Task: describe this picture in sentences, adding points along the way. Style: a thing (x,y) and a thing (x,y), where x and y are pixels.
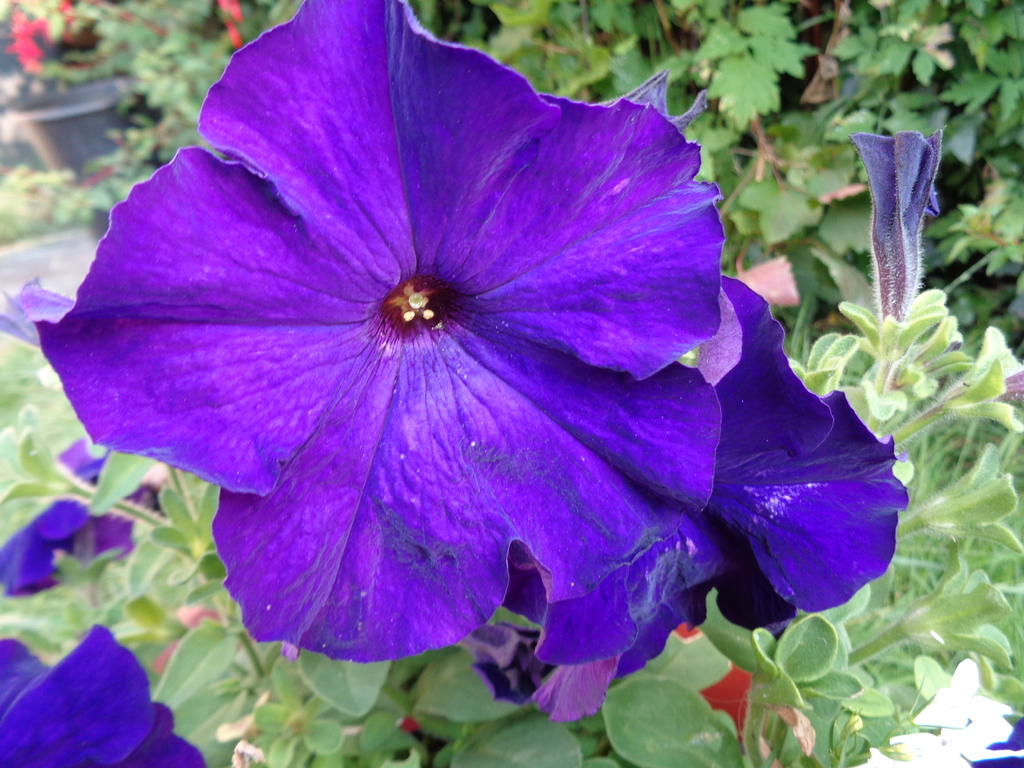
In this image there are flowers (293,249) and plants (57,225).
